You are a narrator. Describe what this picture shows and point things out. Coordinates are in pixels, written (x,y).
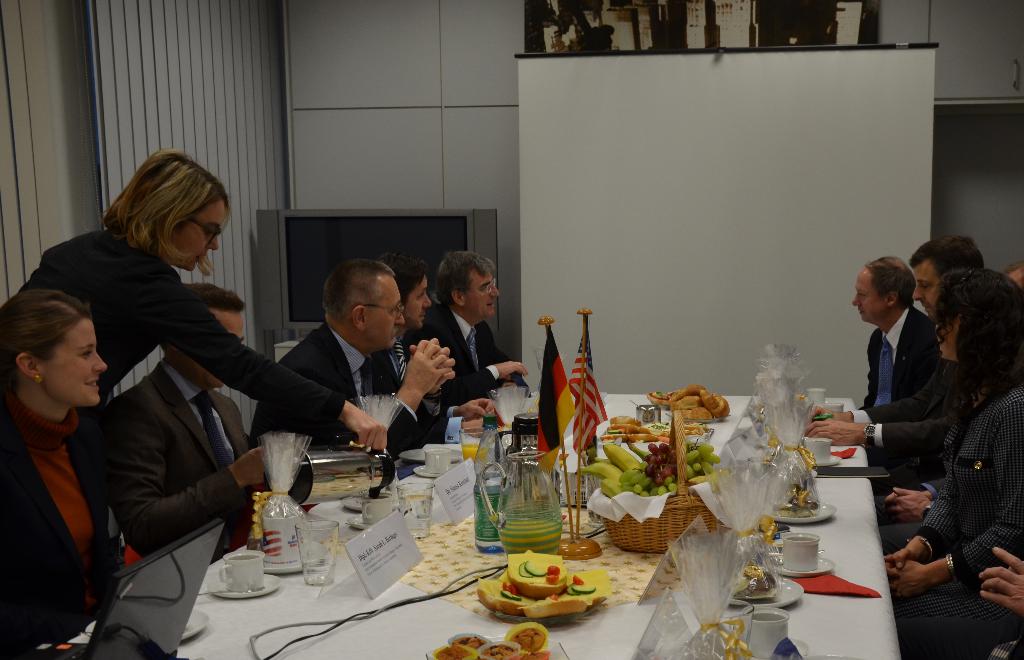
In the image we can see there are people (400,358) who are sitting on chair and on table (607,556) there is basket (664,507) in which there are fruits (601,468), there are small flags (562,420), there is juice jug (520,504), there are name plates (401,531), there are gifts (280,514) in which there are glasses (313,533), cup (250,573), mug (278,535).
